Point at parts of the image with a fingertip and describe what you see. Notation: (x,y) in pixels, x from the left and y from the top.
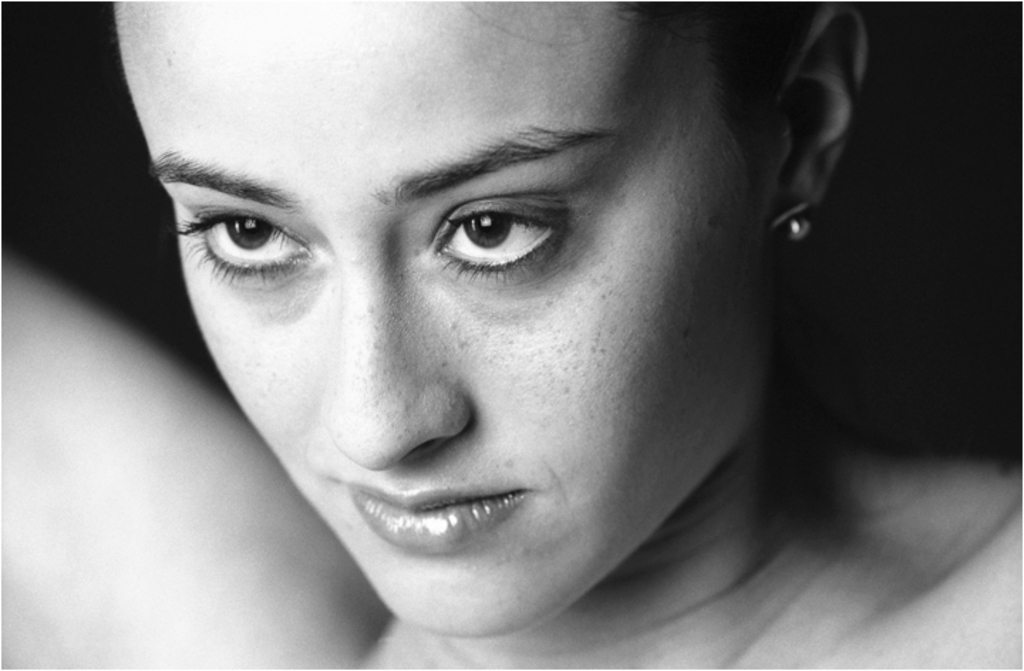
In this picture we can observe a woman (266,131). The background (54,108) is completely dark. This is a black and white image.
